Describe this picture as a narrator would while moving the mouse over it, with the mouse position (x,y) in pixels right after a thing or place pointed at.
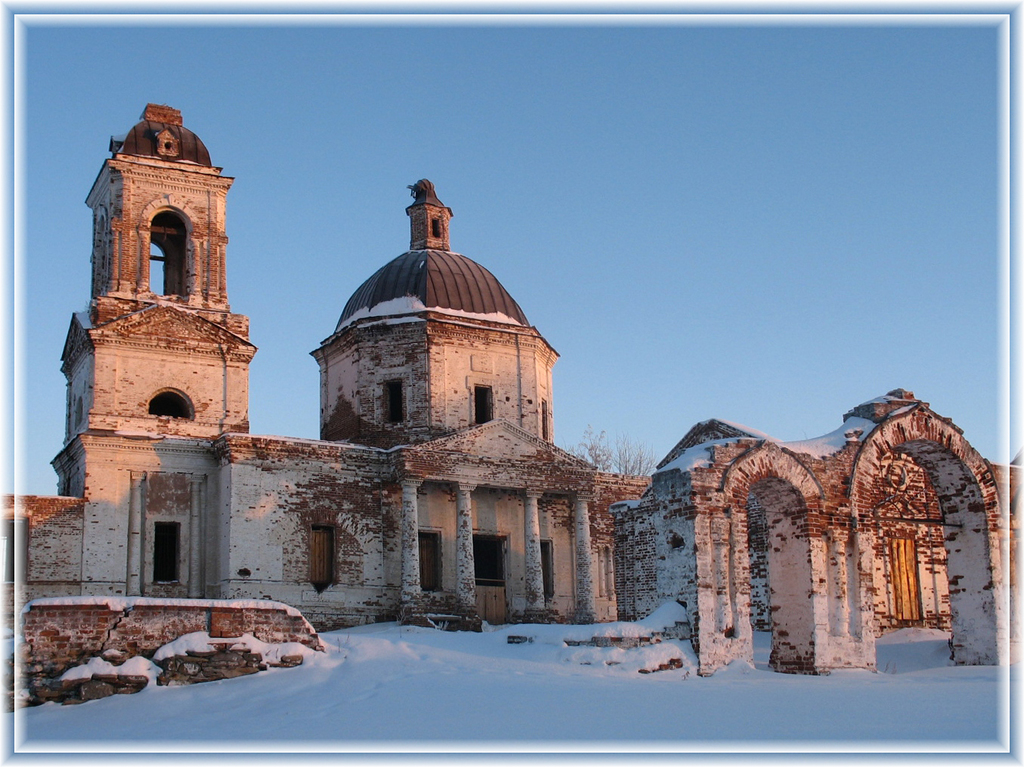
In this image in the center (441,300) there is a building (572,544) and there is a wall (256,617) and at the bottom (351,682) there is snow (476,700), and also we could see some plants (602,457). At the top (309,138) there is sky (223,150).
